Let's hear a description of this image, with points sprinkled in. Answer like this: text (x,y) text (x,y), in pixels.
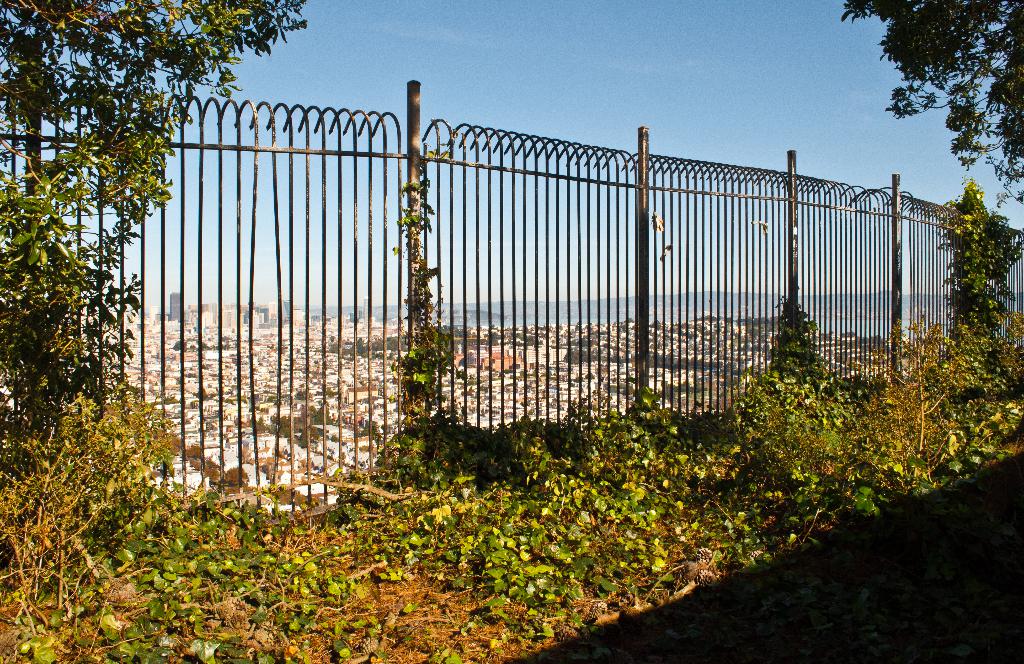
In this image, we can see a fence (398,333) and there are some green plants (500,542) and trees (949,58), at the top (750,120) there is a blue sky (581,41).
